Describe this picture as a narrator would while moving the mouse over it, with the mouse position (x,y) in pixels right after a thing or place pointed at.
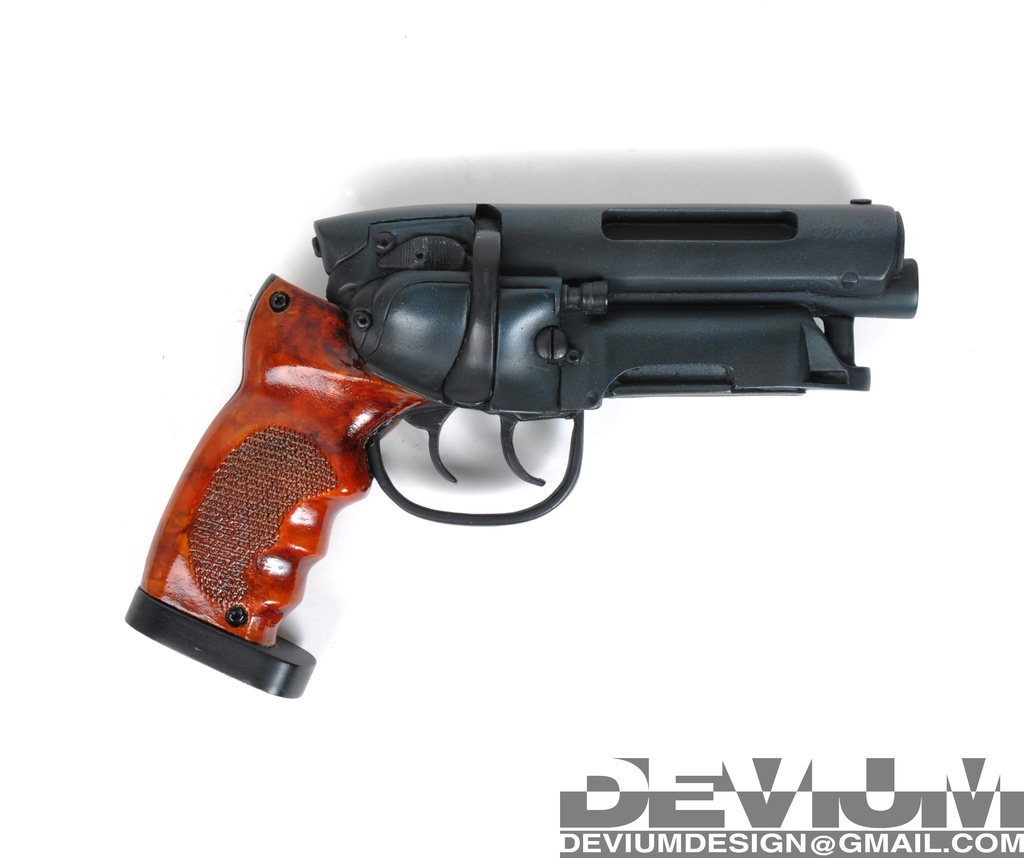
In this image I can see gun (291,332) in black and brown color and background (72,190) is in white color.
